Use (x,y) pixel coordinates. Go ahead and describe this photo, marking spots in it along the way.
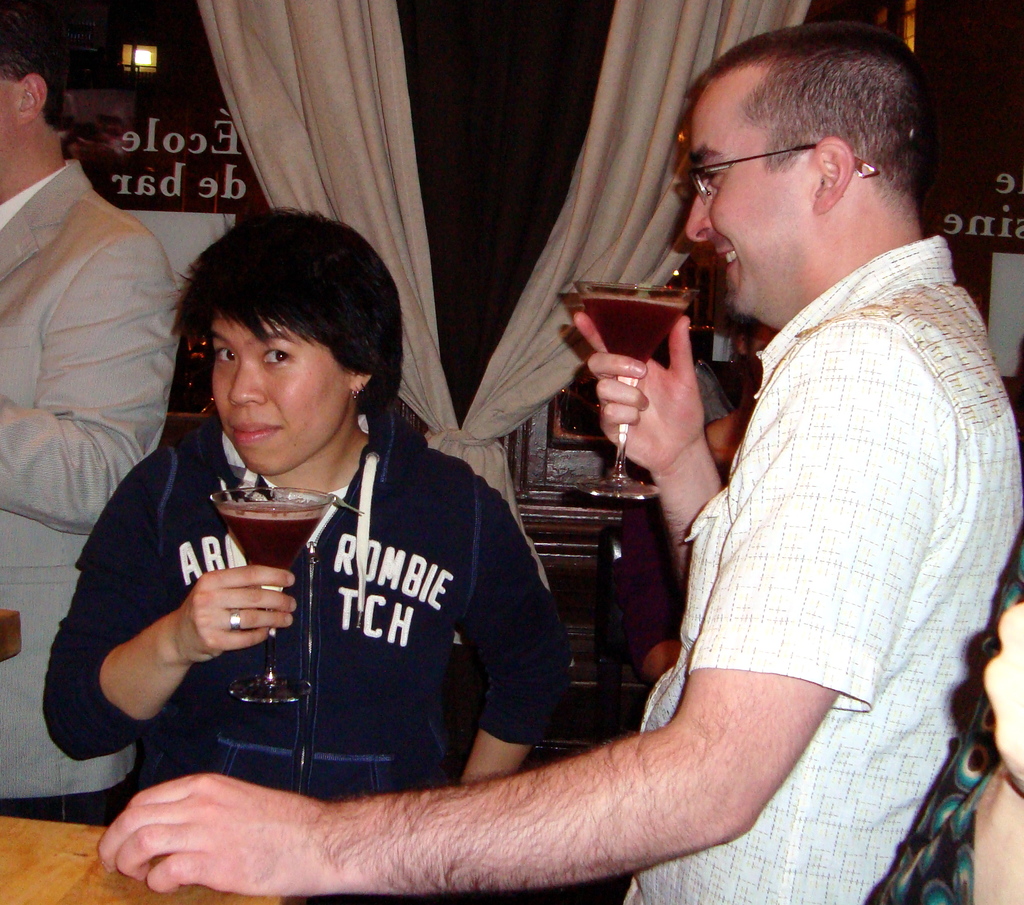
In this picture I can see there are two persons (437,710) standing and they are holding glasses (247,515) in their hands (223,581) and in the backdrop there is a person (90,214) on the left side (134,370) and there is a curtain (325,81) here.
